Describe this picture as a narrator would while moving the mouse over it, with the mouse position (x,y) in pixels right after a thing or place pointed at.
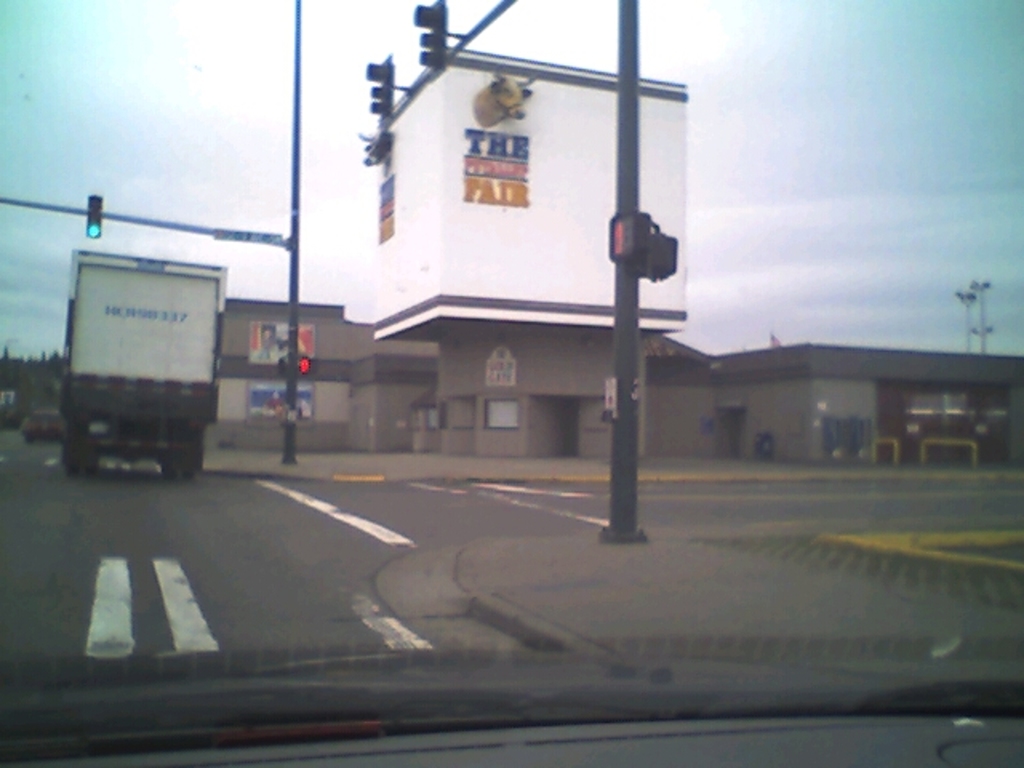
In the foreground of this image (346,728), through the glass (348,563) of a vehicle (346,723), we can see a vehicle (146,419) moving on the road (424,503), few poles (636,277), buildings (645,375), banners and the sky (818,20).
